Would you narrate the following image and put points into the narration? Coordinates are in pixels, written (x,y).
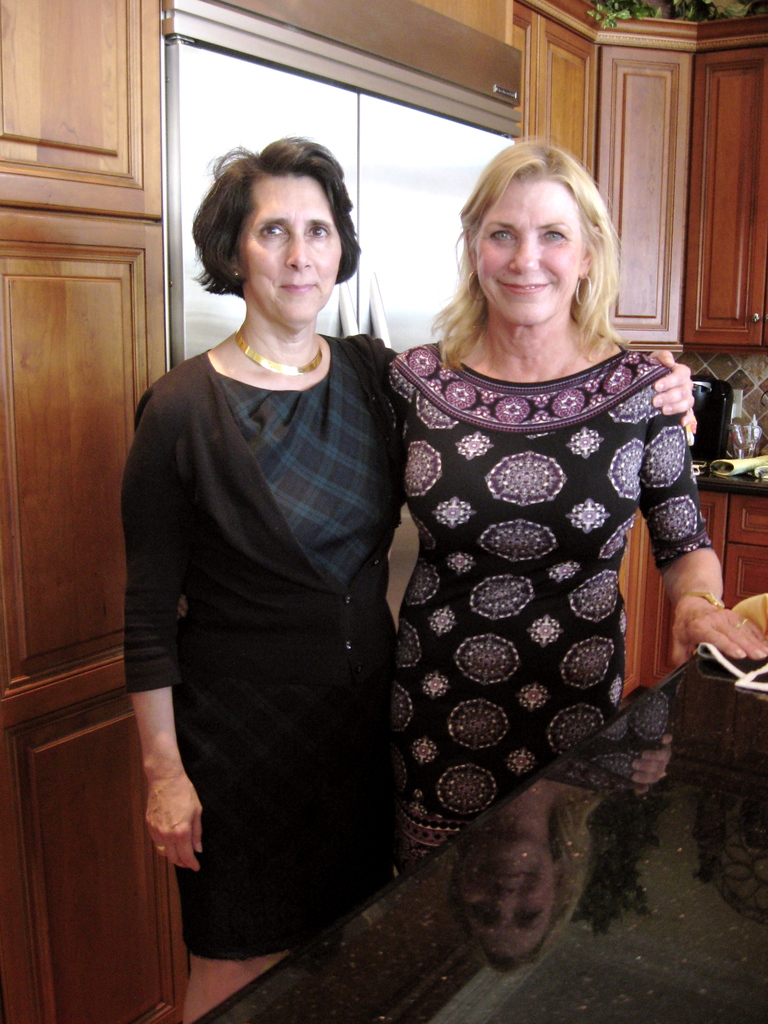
In the image we can see there are two women (423,630) standing, wearing clothes (362,605) and they are smiling. This is a neck chain (300,370), earrings (577,284), finger ring (158,848), wrist watch (707,595), black marble sheet (607,886), wooden cupboards (54,258) and leaves (610,12).
